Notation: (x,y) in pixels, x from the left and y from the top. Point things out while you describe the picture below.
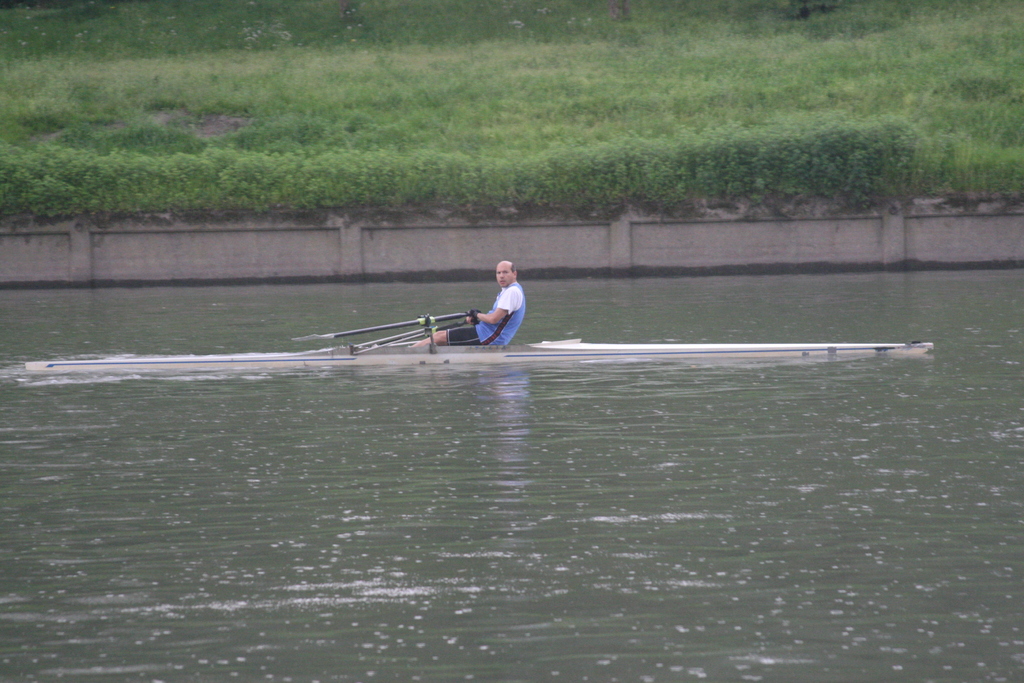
In this image we can see there is water (499,420). There is a person (457,341) sailing on the boat (424,328). In the background (632,252) we can see there is a wall (589,230), plants (600,157) and grass (698,106).
